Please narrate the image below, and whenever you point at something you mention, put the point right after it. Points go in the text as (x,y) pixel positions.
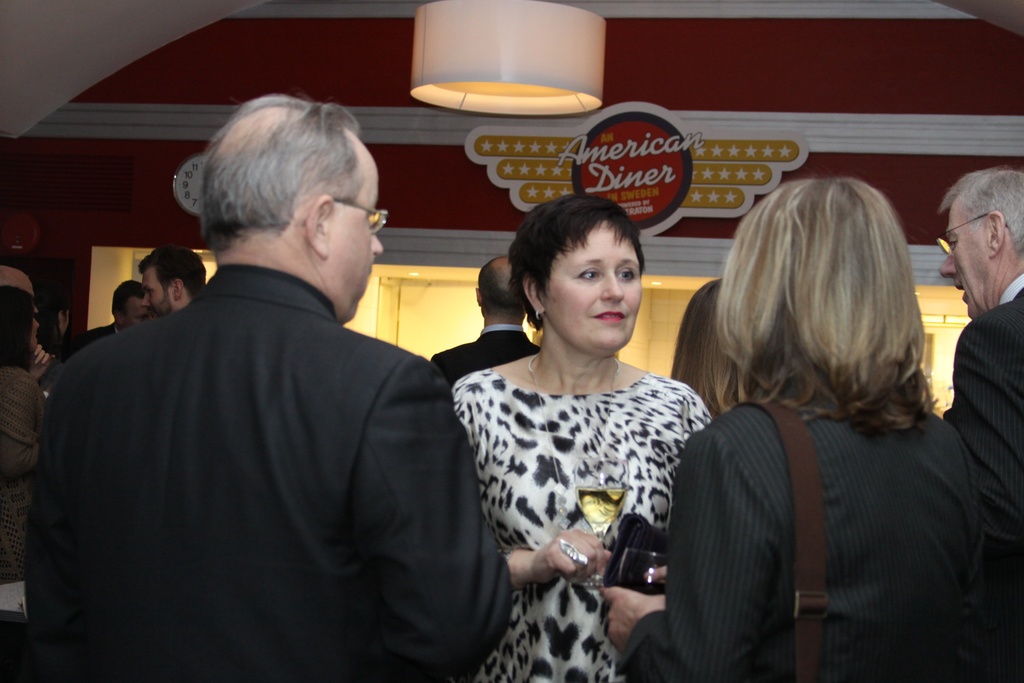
In this picture we can see a group of people (220,572), two people (614,357) are holding glasses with their hands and in the background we can see a wall (708,3), lights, name board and some objects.
